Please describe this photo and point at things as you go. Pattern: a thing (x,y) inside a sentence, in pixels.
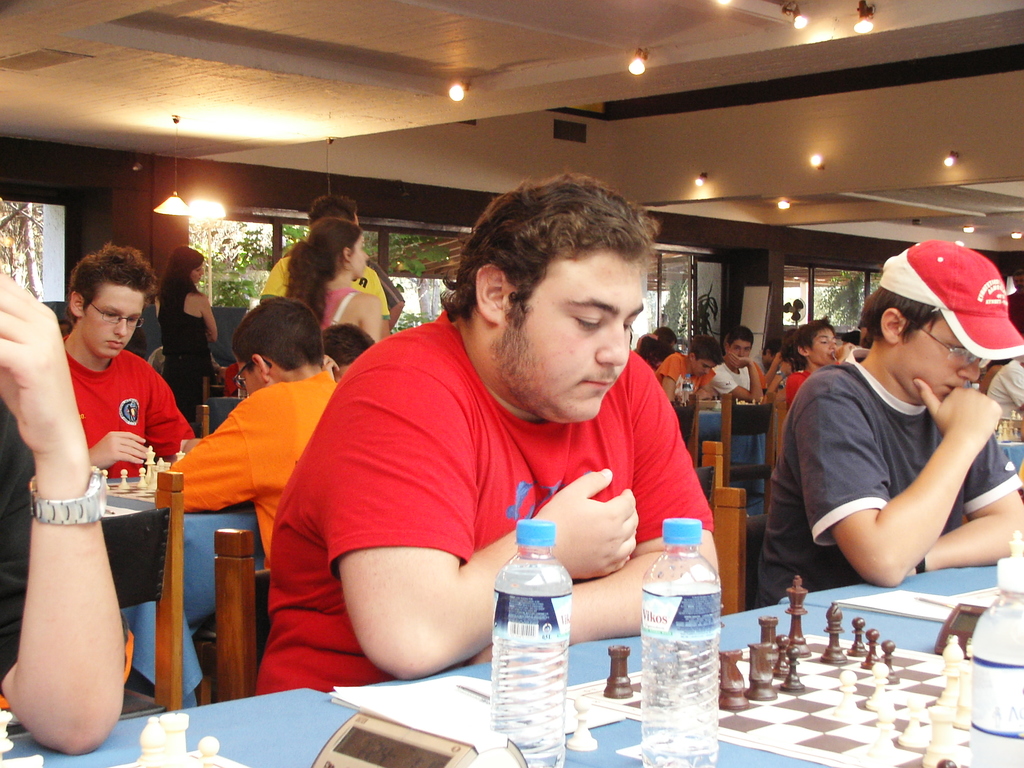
There are many people (445,324) sitting on the chair (215,531). There are some persons (344,250) standing. In front (227,729) there is a table (294,716). On the table (269,734) there are three bottles (541,625), chess board (812,731) and a chess clock (372,722). In front of the table (239,741) there is a man (487,525) with red t-shirt (410,502) is sitting. To the right side (956,445) there is a boy (933,442) with grey t-shirt (877,472) and a cap (949,308) on his head (955,314) is sitting. On the top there are some lights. In the background (800,284) there are windows (800,284).
